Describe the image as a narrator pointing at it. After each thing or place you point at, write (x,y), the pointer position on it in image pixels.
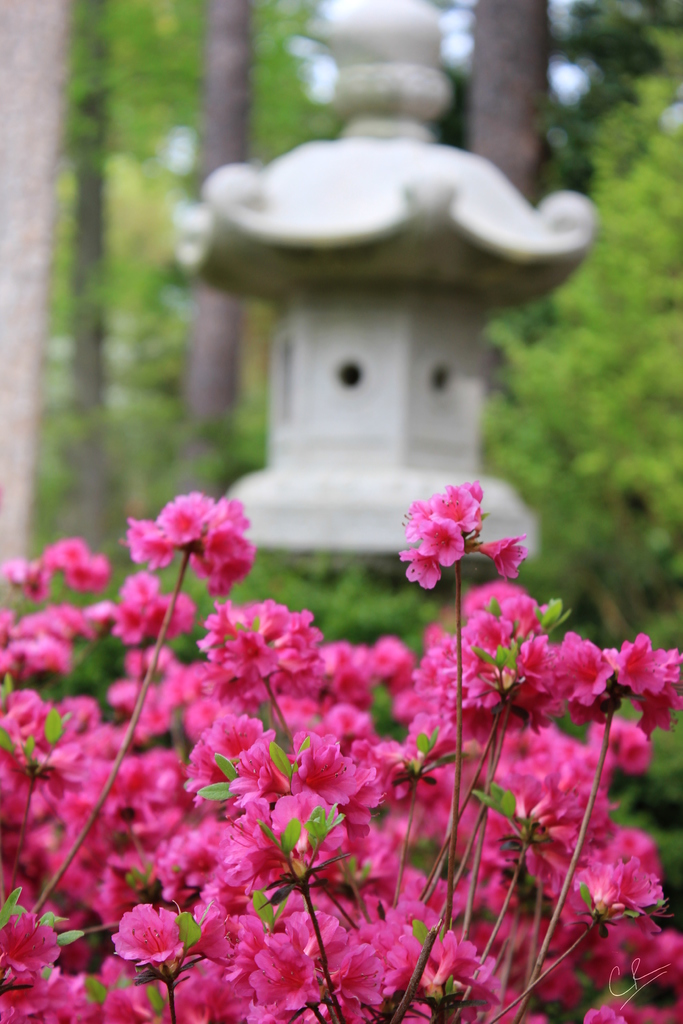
This image consists of flowers (305,851) in pink color. In the background (44,70), there are many trees (45,535). In the middle (354,389), there is an object (360,322) in white color.
